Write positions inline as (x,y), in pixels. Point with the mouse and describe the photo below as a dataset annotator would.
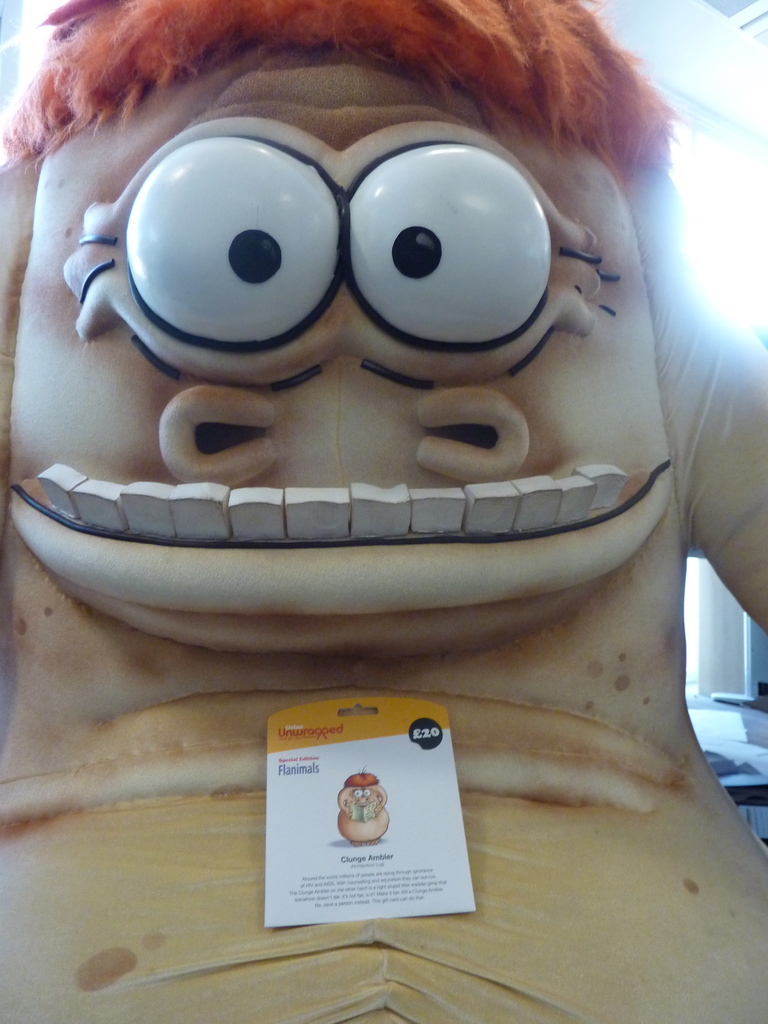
As we can see in the image in the front (416,565) there is a toy (402,433) and poster (378,780). On poster (367,813) there is something written.
